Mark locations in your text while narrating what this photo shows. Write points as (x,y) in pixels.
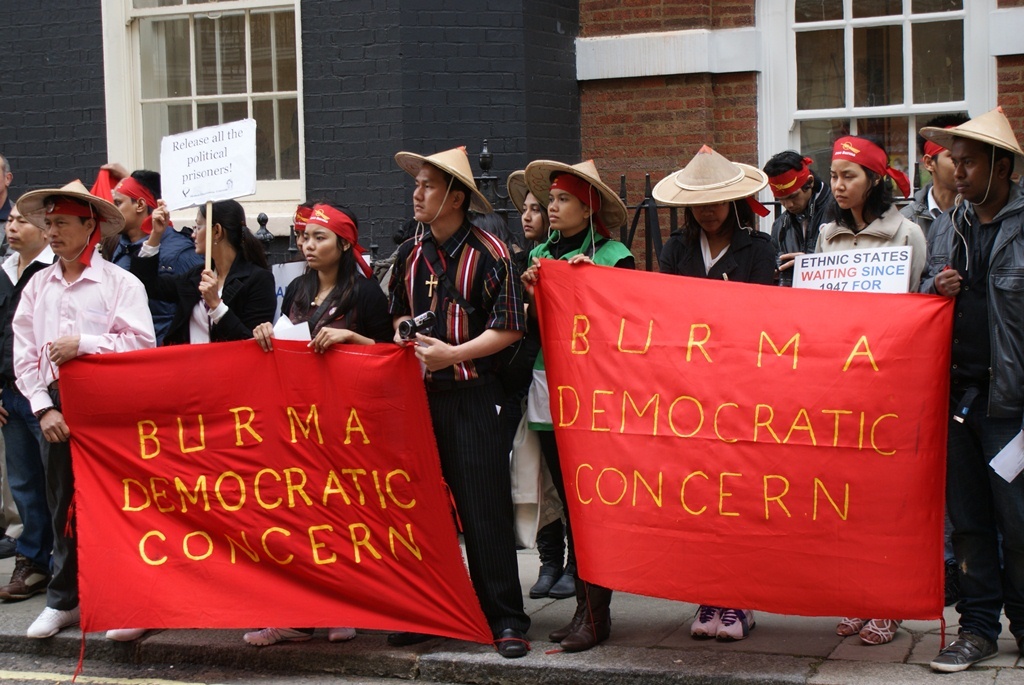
In the picture we can see some people (1004,160) are standing on the path (476,646) and wearing a hats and they are holding a red color banners (824,531) on it we can see a Burma democratic concern, in the background (128,124) we can see a house building (542,51) with a window (262,74).
